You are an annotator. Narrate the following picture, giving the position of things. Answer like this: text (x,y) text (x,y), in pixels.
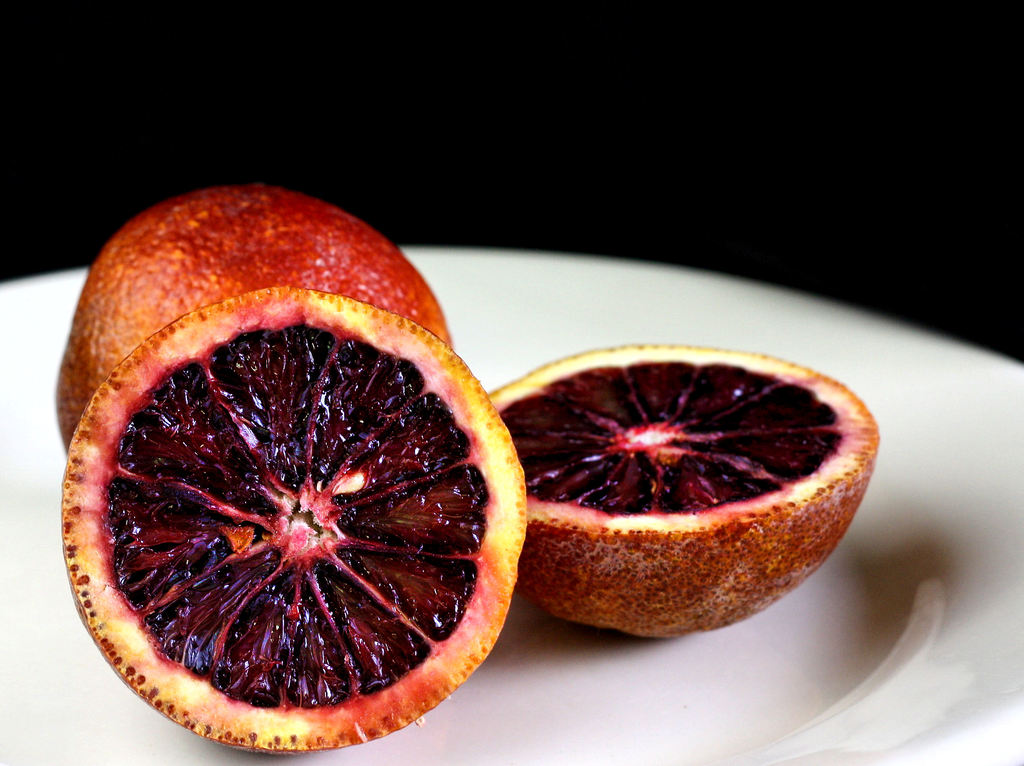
In this image there is a fruit (145,254) and two slices of a fruit (596,526) are on the plate (564,282). Background (924,101) is black in colour.
